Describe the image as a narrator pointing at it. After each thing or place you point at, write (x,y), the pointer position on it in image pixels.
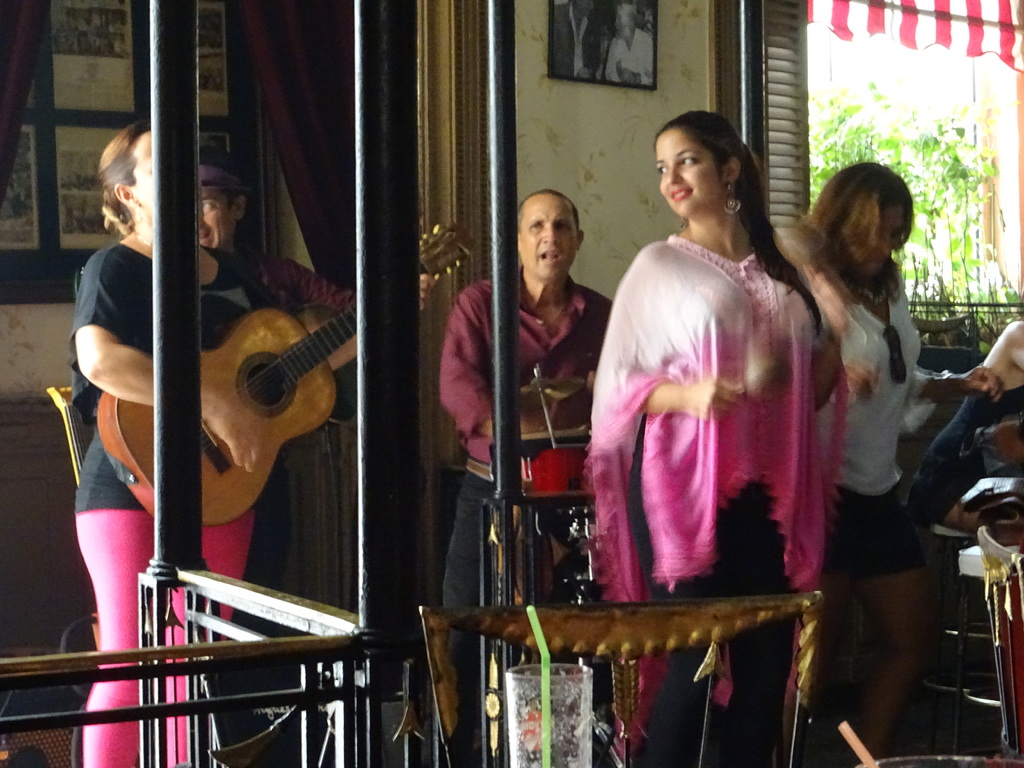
In this picture there are group of people (761,341) standing and there is a woman (237,291) standing and playing guitar (314,403). In the foreground (172,468) there are chairs (636,725) and there are glasses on the table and there is a railing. At the back (62,37) there are frames (96,44) on the wall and there are curtains (267,3) and there is a window (930,8) and there are plants (932,237) and there is a window blind (774,36) and there is a woman (955,470) sitting on the chair (1000,572) and there are musical instruments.
